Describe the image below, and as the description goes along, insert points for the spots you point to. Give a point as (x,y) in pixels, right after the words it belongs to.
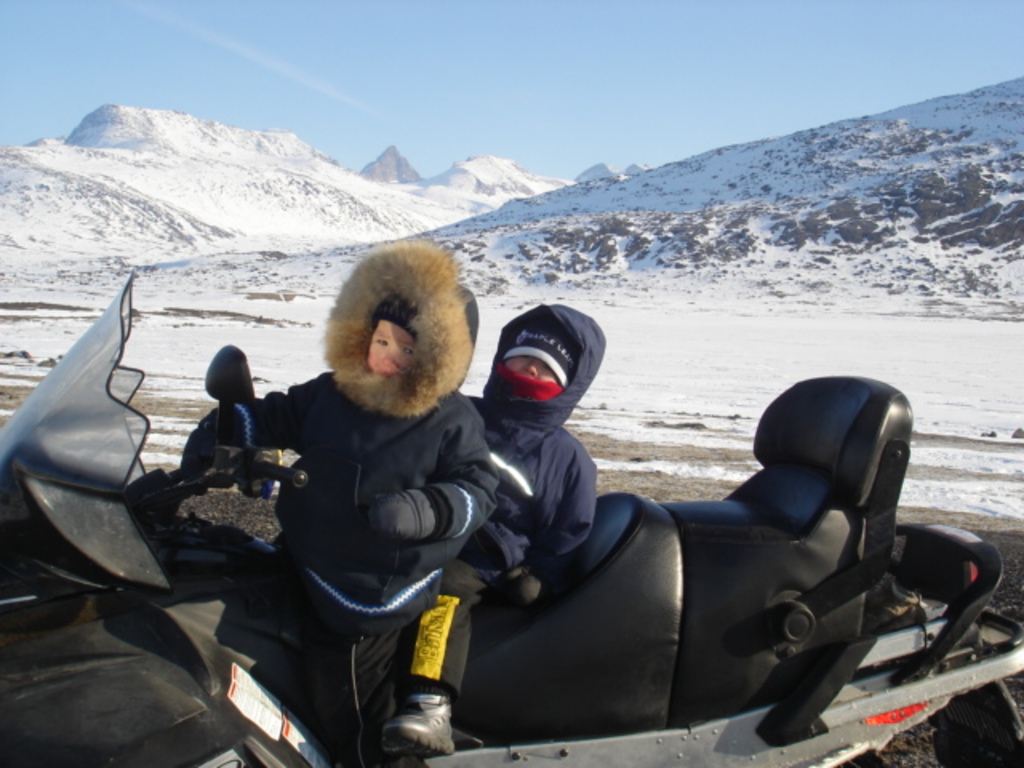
There are two persons (478,550) on the vehicle (660,550). This is snow (684,337). In the background (592,203) we can see mountain (736,175) and sky (641,77).
